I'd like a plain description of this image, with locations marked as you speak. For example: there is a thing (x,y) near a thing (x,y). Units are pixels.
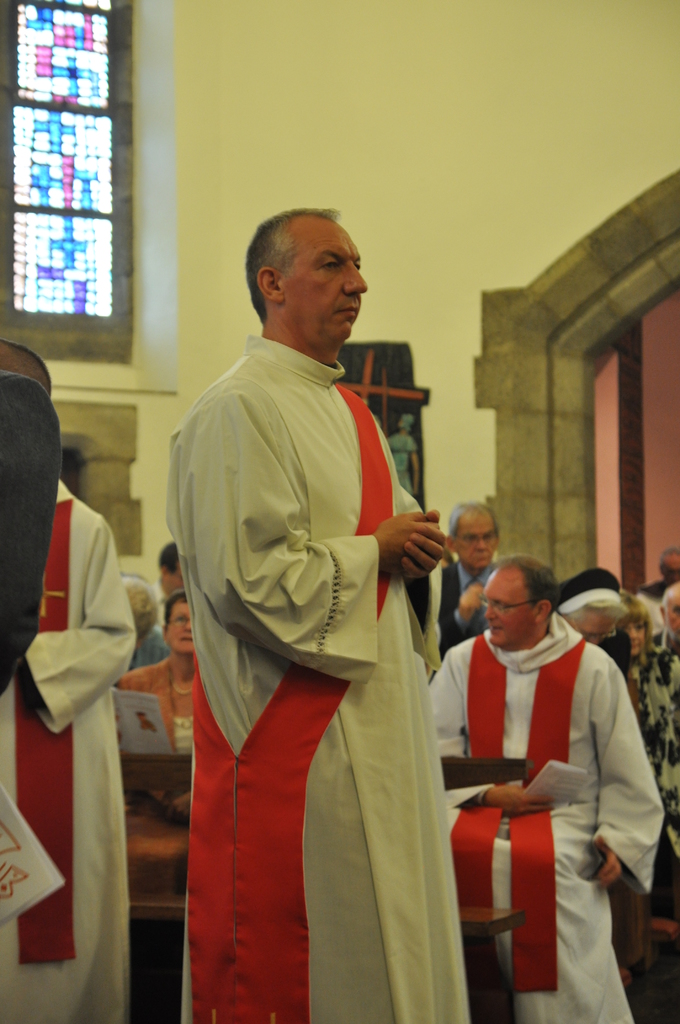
In this picture, we can see a few people (471,730) sitting, and a few (371,690) are standing, in the background (465,417) we can see the wall (456,475) with an arch (519,298), and glass window (103,281) with some design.
